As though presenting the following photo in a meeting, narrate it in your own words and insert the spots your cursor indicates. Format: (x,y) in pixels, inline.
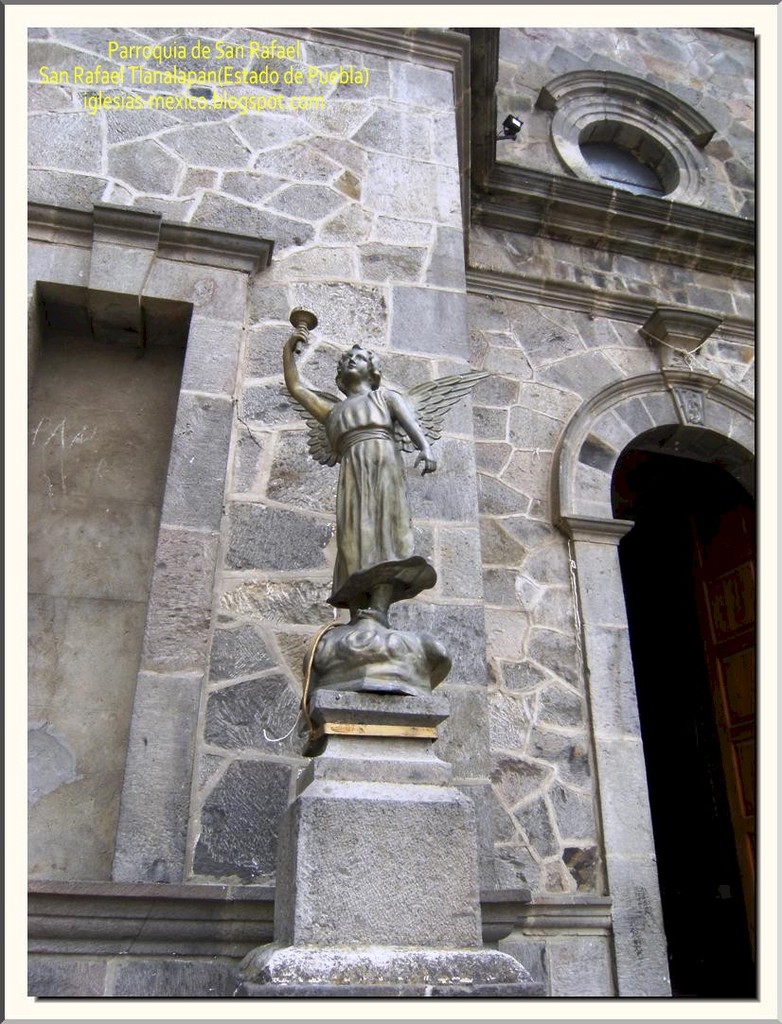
In this picture we can see a statue (288,340) on the platform (423,709), wall (474,452), door (706,560), arch (644,405) and at the top left corner of this picture (201,59) we can see some text (277,107).
